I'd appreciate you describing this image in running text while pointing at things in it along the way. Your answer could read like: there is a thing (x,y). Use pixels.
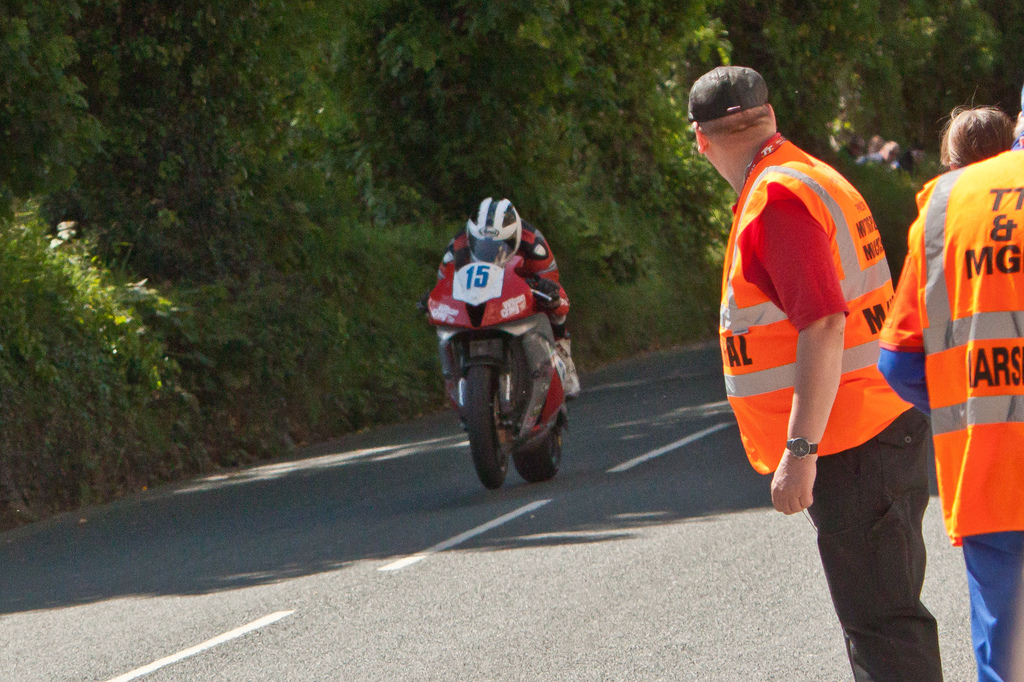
In this picture there is a person (500,220) riding a bike (516,437) on a road (547,486). He is wearing a red jacket (544,249) and a white helmet (514,246). Towards the right (787,199) there are three persons (994,270), wearing a orange jackets (743,298). In the background (427,77) there are group of trees (590,72).
